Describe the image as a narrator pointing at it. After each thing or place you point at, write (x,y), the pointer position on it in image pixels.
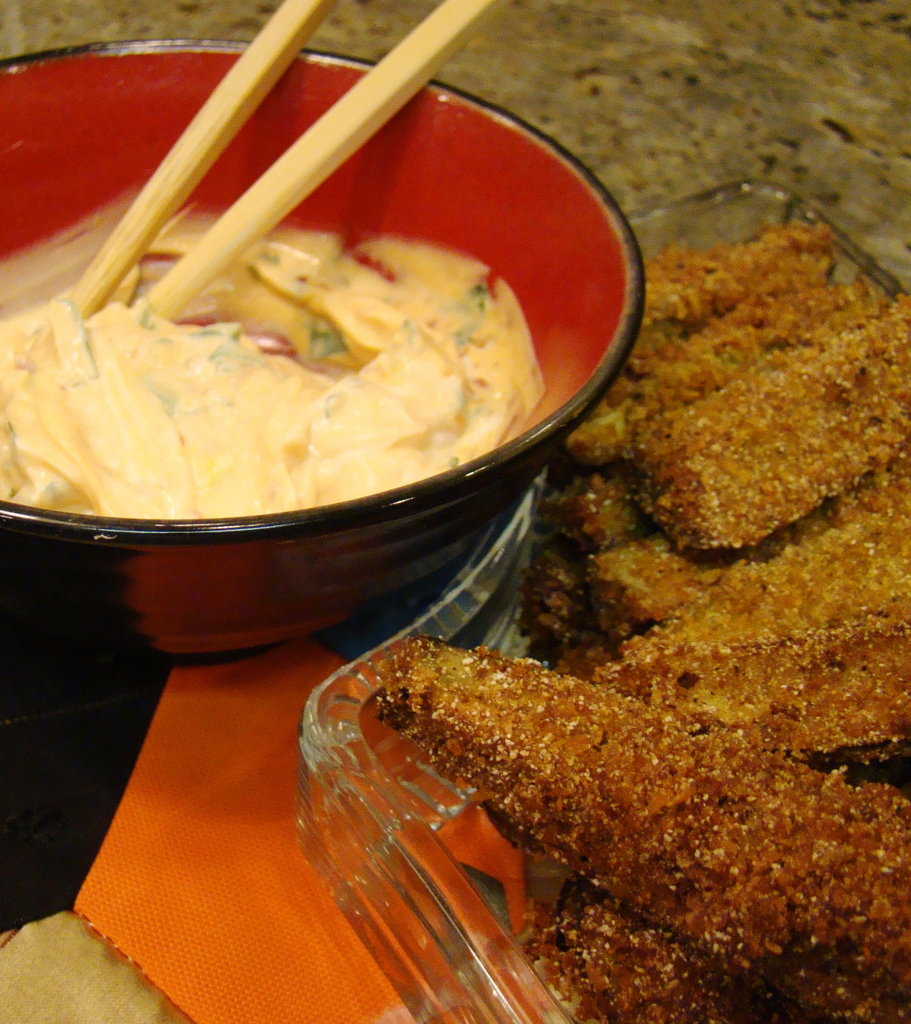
There is food (221,334) in a bowl (180,208) with chopsticks (139,246) in it. Beside it there is a plate (492,934) in which food (655,659) is there.
